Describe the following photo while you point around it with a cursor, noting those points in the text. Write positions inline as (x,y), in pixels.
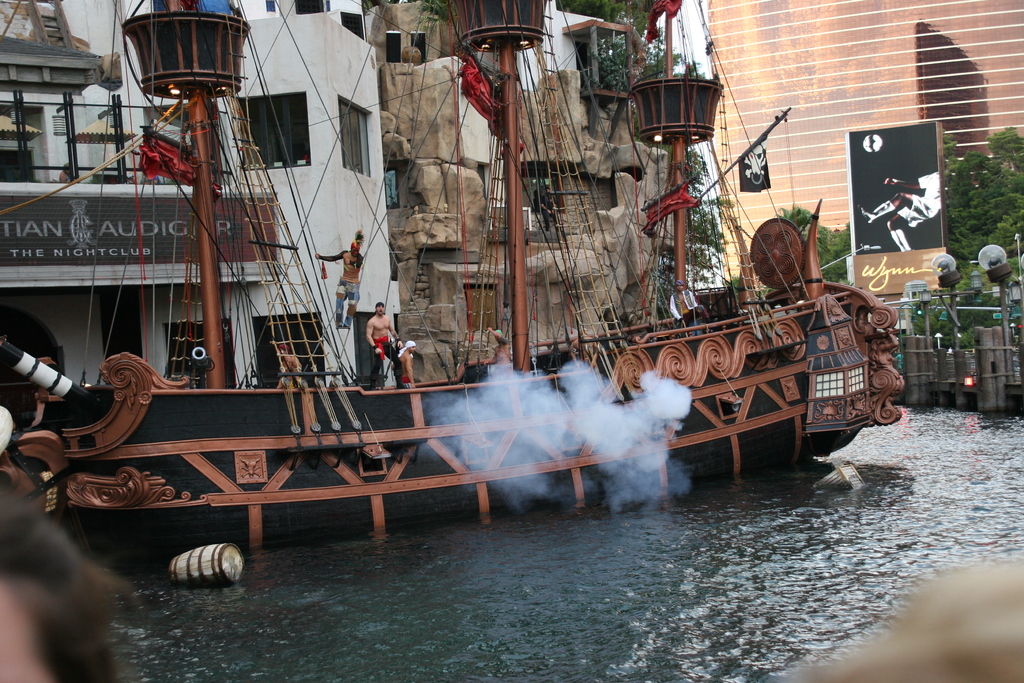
In the center of the image (596,405) we can see ship (505,389) and persons (390,343) on it. In the background (544,265) we can see buildings (373,283), trees (1019,214), advertisement (857,191) and sky (696,26). At the bottom of the image (194,572) we can see barrel (186,582) in the water (565,568).
